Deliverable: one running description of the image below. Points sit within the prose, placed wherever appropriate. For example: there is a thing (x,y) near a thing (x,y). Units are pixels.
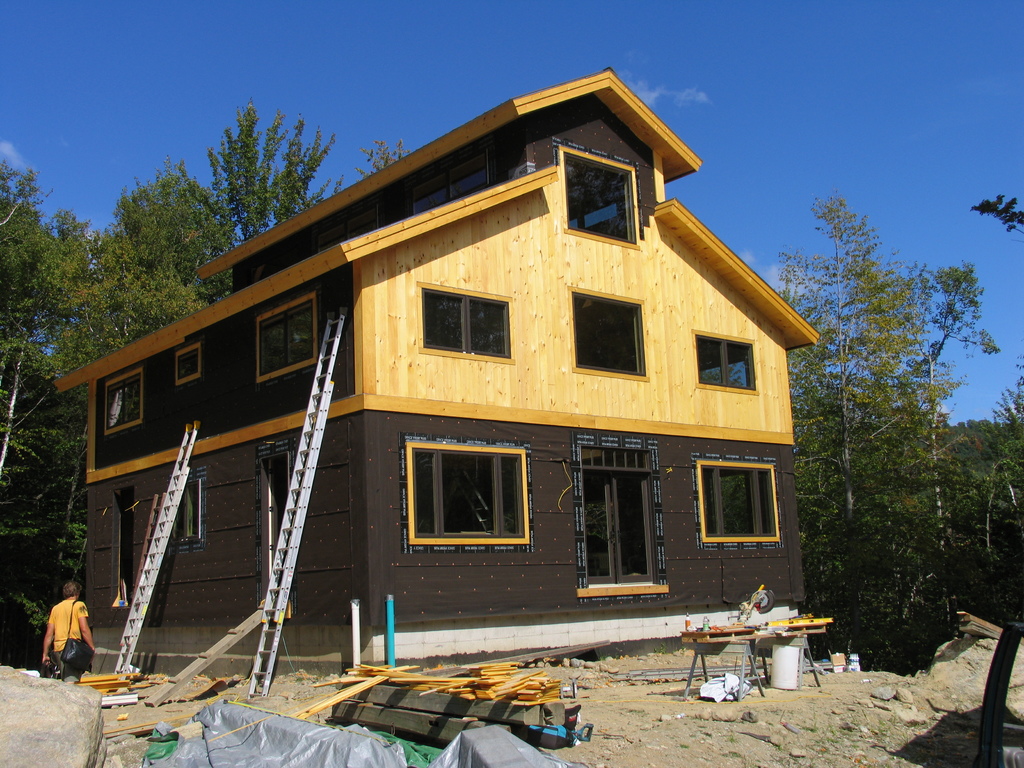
This image is taken outdoors. At the top of the image (156,93) there is a sky (702,97) with clouds (697,87). At the bottom of the image (696,734) there is a ground (702,746) and there are many things (186,677) on the ground (646,656). In the middle of the image (679,463) there is a house (700,454) with wooden walls (700,414), windows (420,455), a door (592,531) and a roof (497,127). There are two ladders (279,608) and a man (50,615) is walking on the ground (123,764). In the background (0,496) there are many trees (197,197).
